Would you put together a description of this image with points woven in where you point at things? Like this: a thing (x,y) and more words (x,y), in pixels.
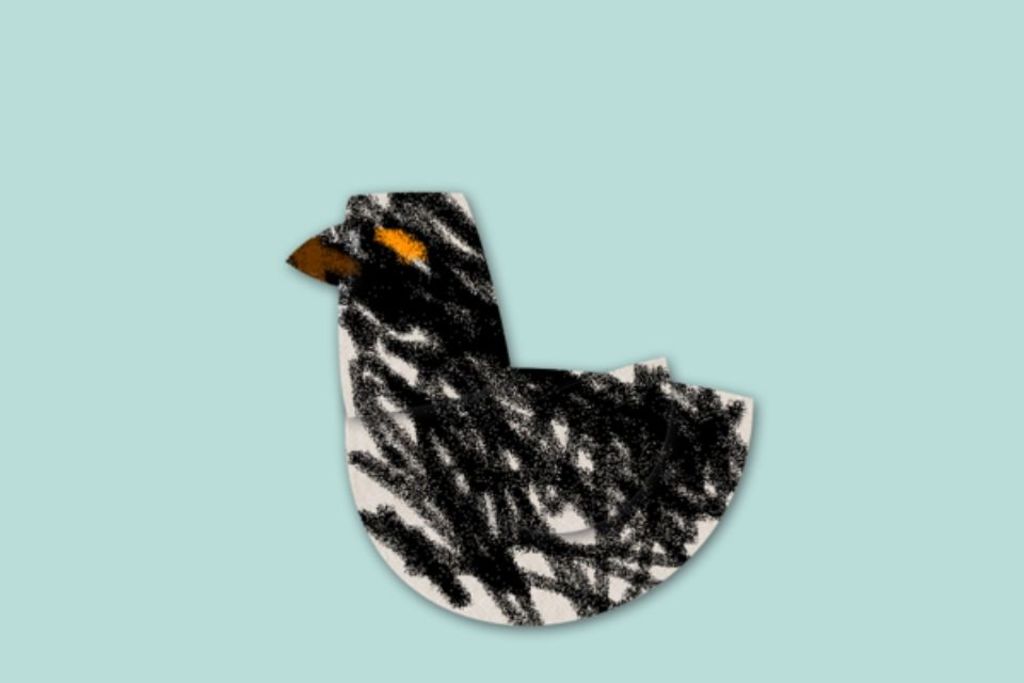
In this image I can see the blue colored surface (158,443) on which I can see a object (512,392) which is in the shape of a bird (595,473) which is black, orange, brown and white in color.
